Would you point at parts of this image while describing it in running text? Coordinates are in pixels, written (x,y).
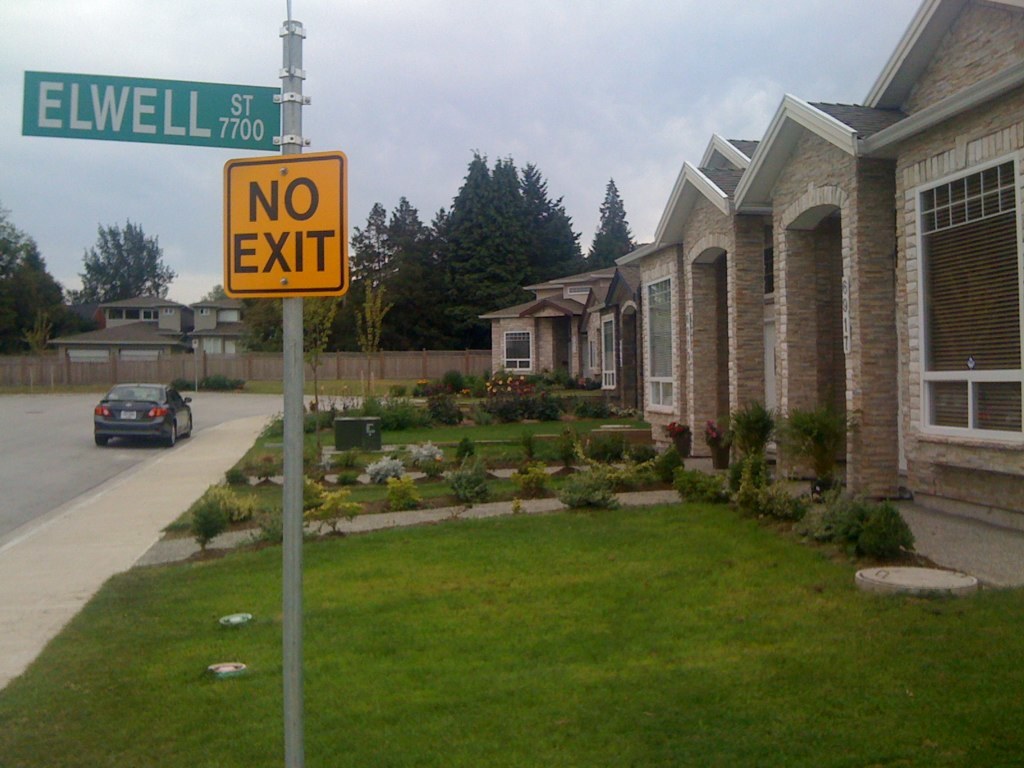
In this image we can see a group of houses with roof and windows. We can also see a fence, car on the road (241,405), some plants (900,528), flowers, a street sign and a signboard (334,223) to a pole (292,56), a group of trees (373,344) and the sky (499,127) which looks cloudy.
